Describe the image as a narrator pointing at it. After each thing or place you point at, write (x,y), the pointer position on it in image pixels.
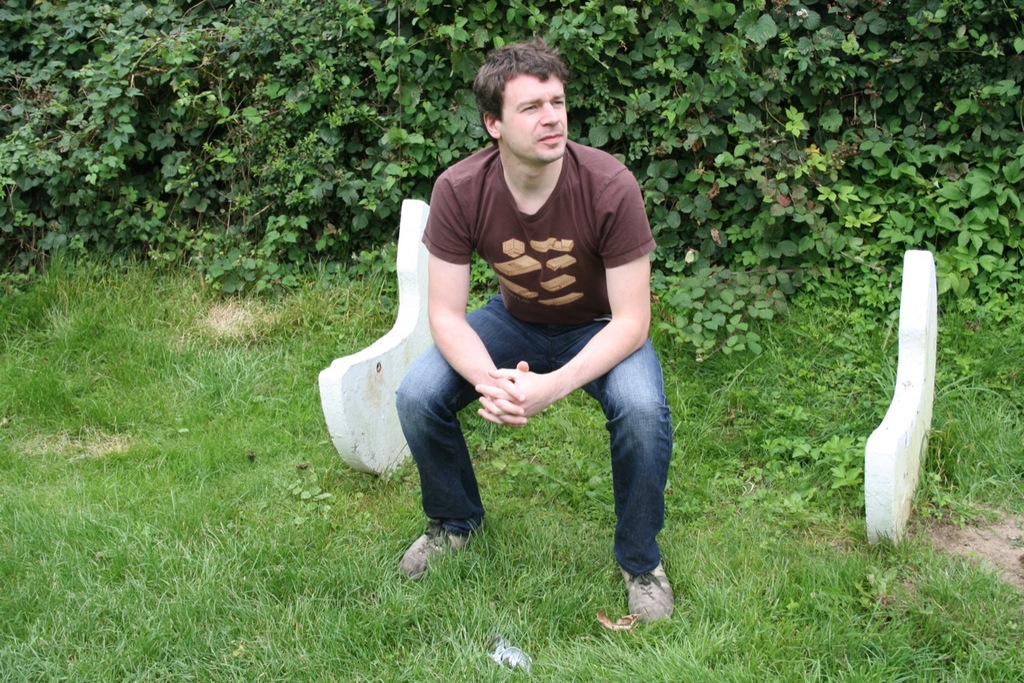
In the middle (493,350) a man (615,341) is there, he wore t-shirt (452,219), trouser (637,482). Behind him there are trees (896,117). At the bottom (339,549) there is the grass (319,570).
